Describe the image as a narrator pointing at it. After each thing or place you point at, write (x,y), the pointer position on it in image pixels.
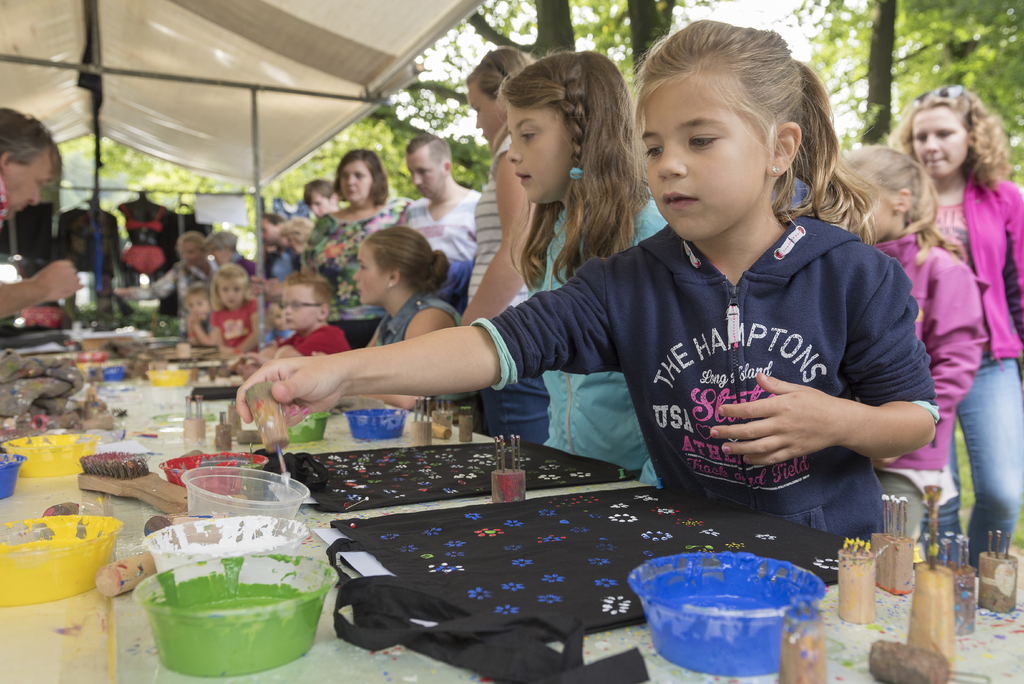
In this image we can see group of persons (351,292) standing at the table (389,507). On the table (181,390) bowls (227,487), glasses (218,475), clothes (437,554), colors (231,529), brush (105,487) and some objects (921,630) on the table (831,634). In the background (527,16) there are trees (540,12), tent (399,31) and sky (772,9).
